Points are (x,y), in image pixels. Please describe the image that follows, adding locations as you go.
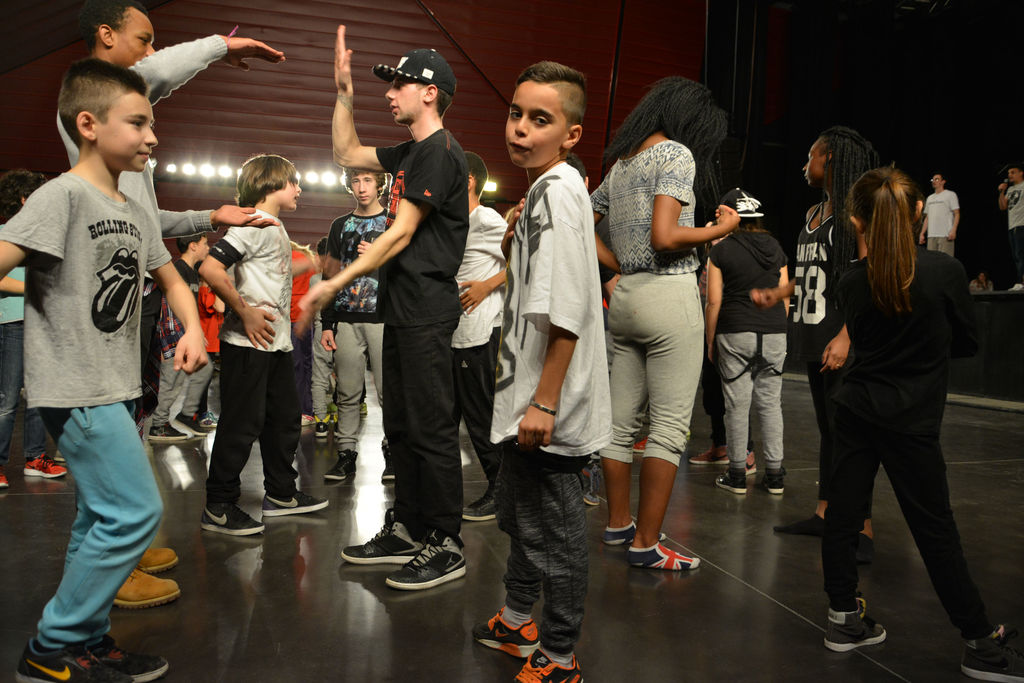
In this picture we can see a group of people (512,449) wore shoes (588,492) and standing on the floor (682,485) and in the background (216,187) we can see the lights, wall (223,76) and some people (929,207).
